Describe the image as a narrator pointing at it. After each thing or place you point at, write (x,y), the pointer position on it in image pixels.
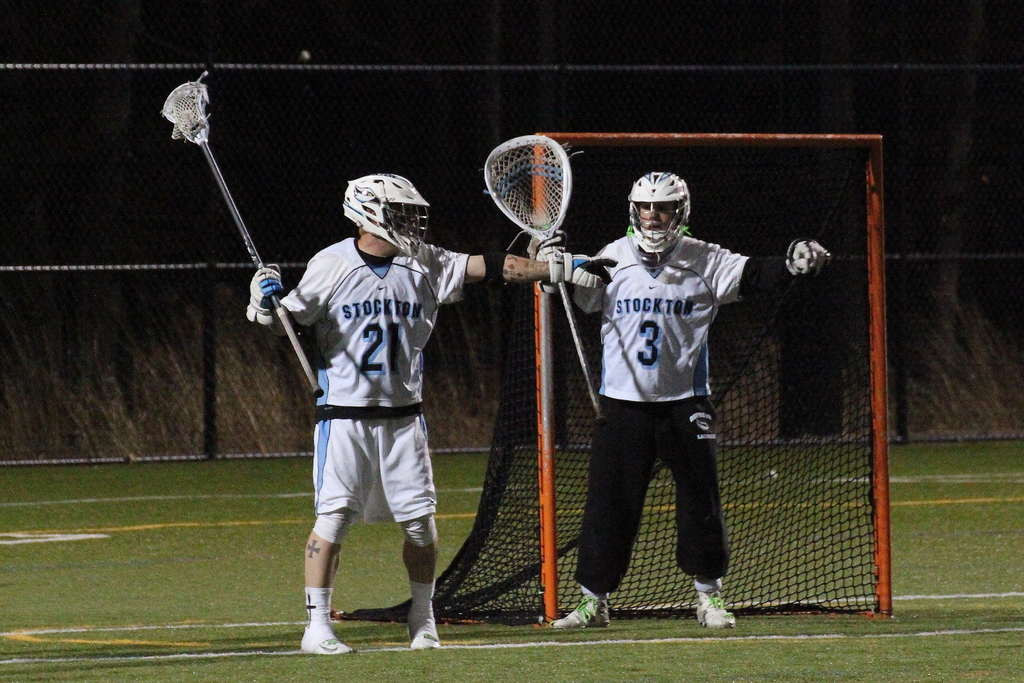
In the image we can see two people (650,335) standing, wearing clothes (327,366), gloves (277,268), helmet (375,220) and shoes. They are holding an object (241,234) in their hand (259,292). There is a grass (929,630), fence (207,401) and a goal court (808,415).
